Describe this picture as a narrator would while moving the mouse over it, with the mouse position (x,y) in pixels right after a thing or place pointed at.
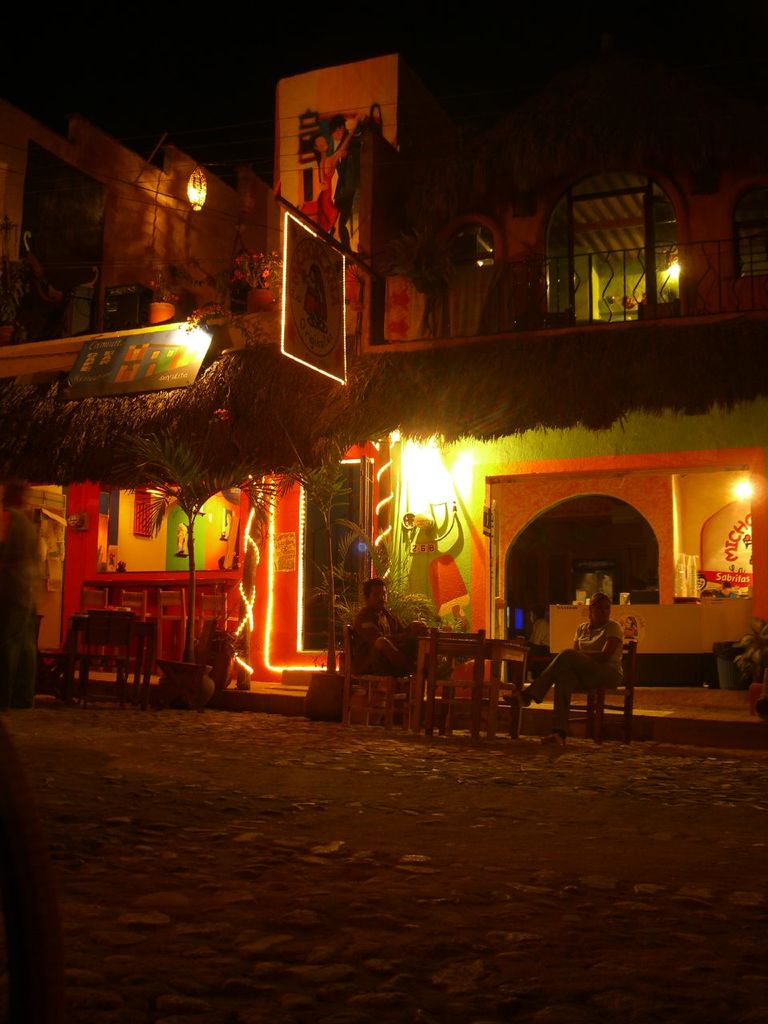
In this image I see a house (44,190) which is of lighting (325,668) and I see few chairs (441,681) and table (524,680) over here and there are persons (365,609) sitting on the chairs (399,718).
